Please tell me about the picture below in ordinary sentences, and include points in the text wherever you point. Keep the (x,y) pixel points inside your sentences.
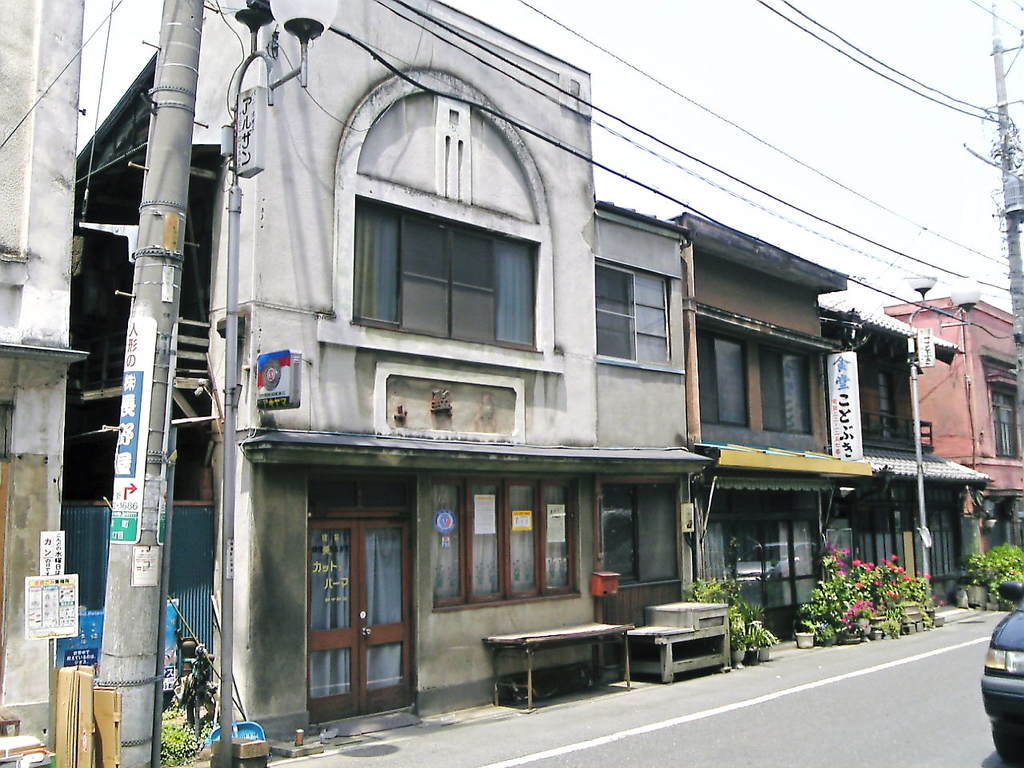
In the image we can see there are buildings (813,516) and these are the windows (528,543) of the buildings (720,532). We can even see a vehicle (1008,681) on the road (930,718). There is a road (776,729) and white lines (549,753) on the road (769,706). We can even see there are electric poles (1019,285) and light poles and these are the electric wires (541,12). Here we can see flower plant pots (850,610), door (807,582) and a white sky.
